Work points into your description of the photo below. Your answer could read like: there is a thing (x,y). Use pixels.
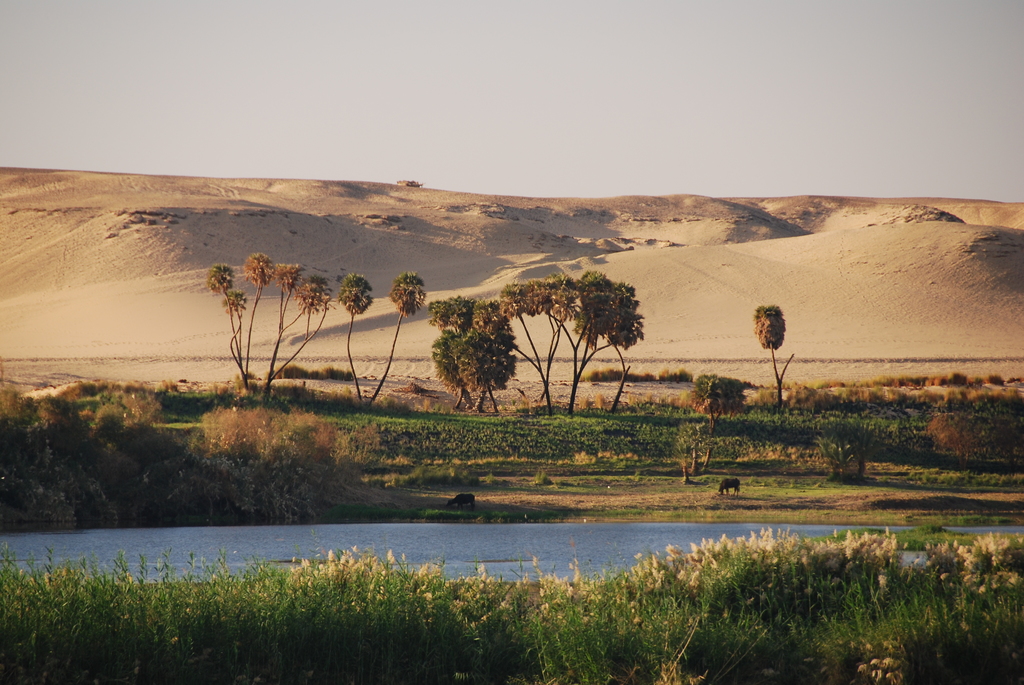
In this image, we can see a canal (399,545). There are plants (468,578) at the bottom of the image (680,640). There are hills (514,221) and some trees (606,327) in the middle of the image (553,328). There is a sky (432,96) at the top of the image (423,91).
